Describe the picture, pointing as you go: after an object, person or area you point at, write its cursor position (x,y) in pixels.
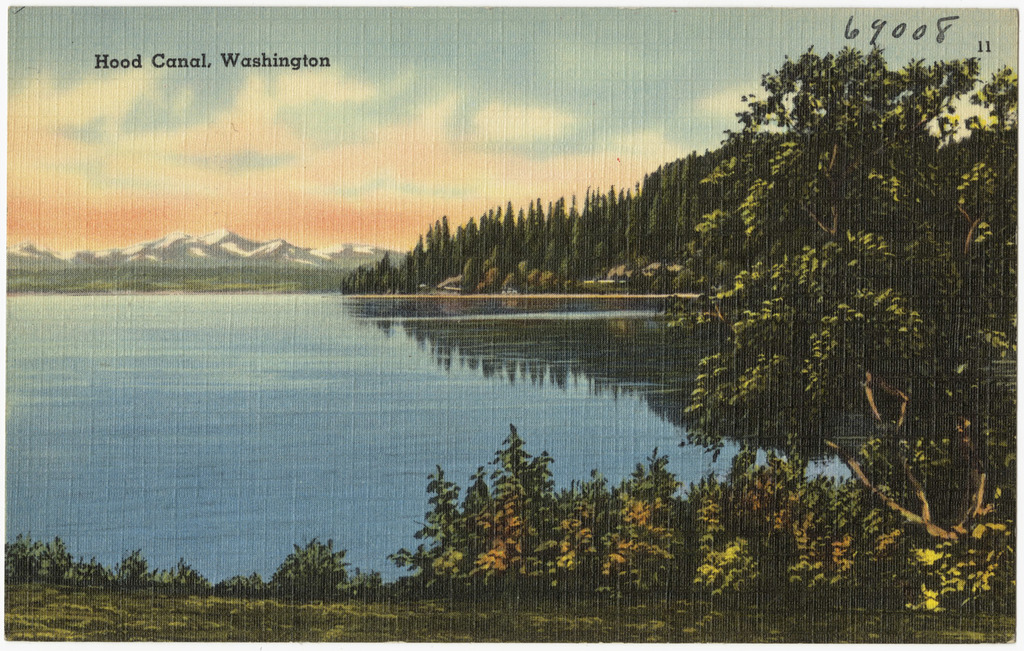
In this image we can see some mountains (204,253), trees (924,449), plants (464,540), grass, also we can see the river (336,405), and the sky (343,139), there is a text (326,65) on the image.
